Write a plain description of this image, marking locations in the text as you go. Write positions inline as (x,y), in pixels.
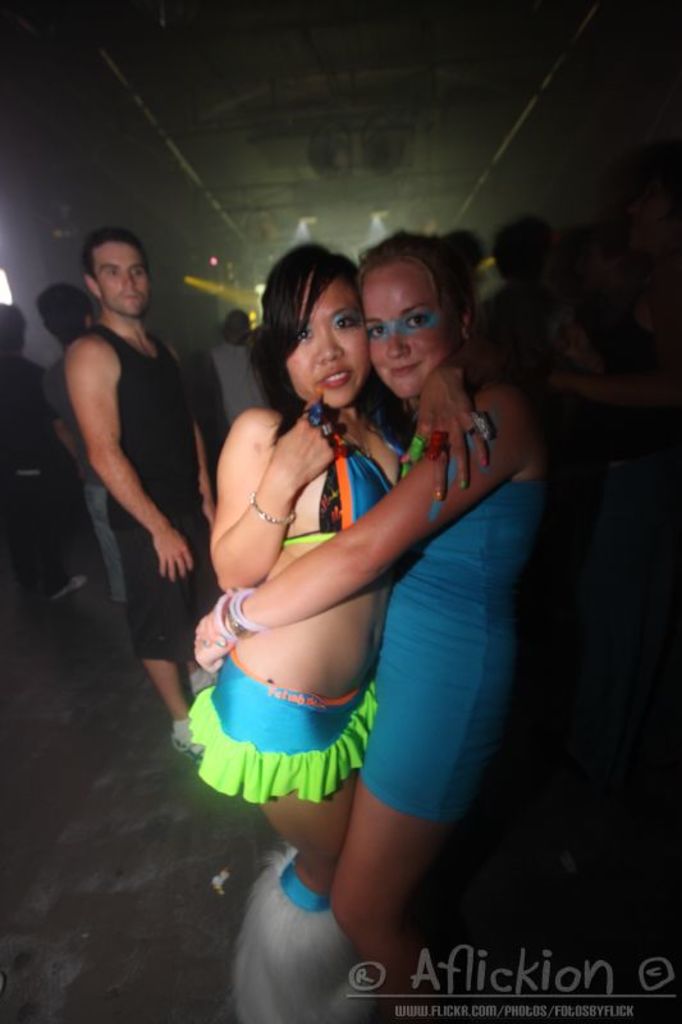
In the foreground (383,300) I can see a group of people (266,321) on the floor (143,732), logo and a text (466,947). In the background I can see a wall (26,44) and lights (199,286). This image is taken may be during night in a hall (187,840).
